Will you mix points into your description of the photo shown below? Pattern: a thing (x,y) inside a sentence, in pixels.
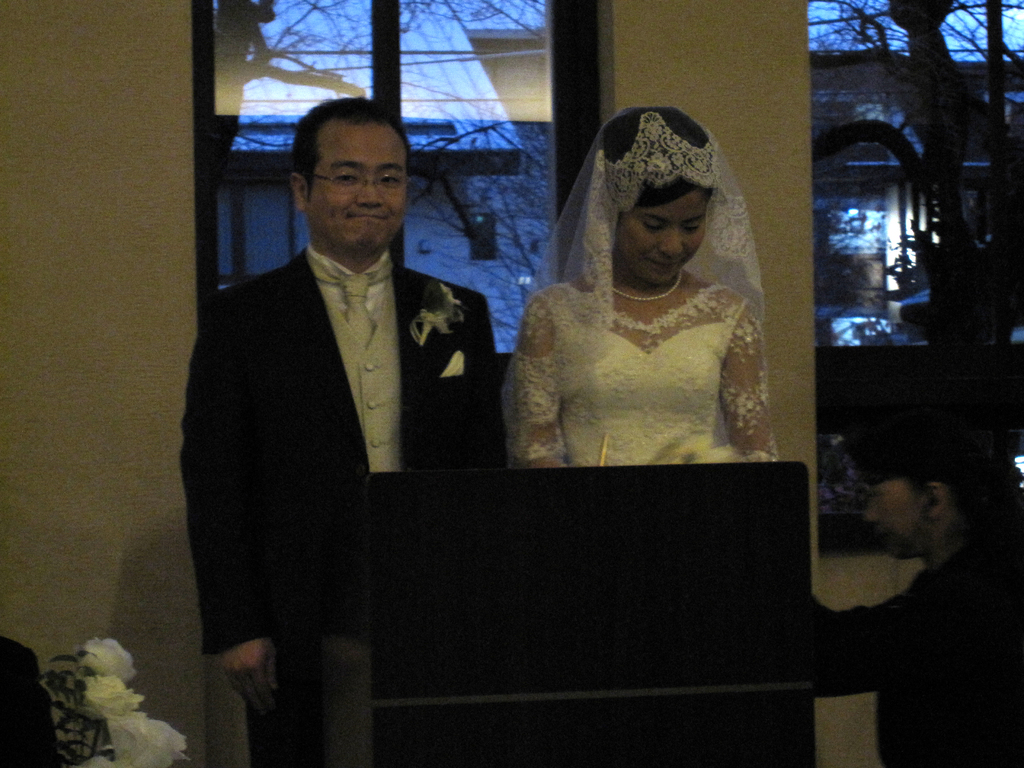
In this picture I can observe a couple (333,327) in the middle of the picture (670,416). On the right side (906,517) I can observe a person (892,653). In the background (846,465) I can observe a wall (152,270) and window (428,194).
